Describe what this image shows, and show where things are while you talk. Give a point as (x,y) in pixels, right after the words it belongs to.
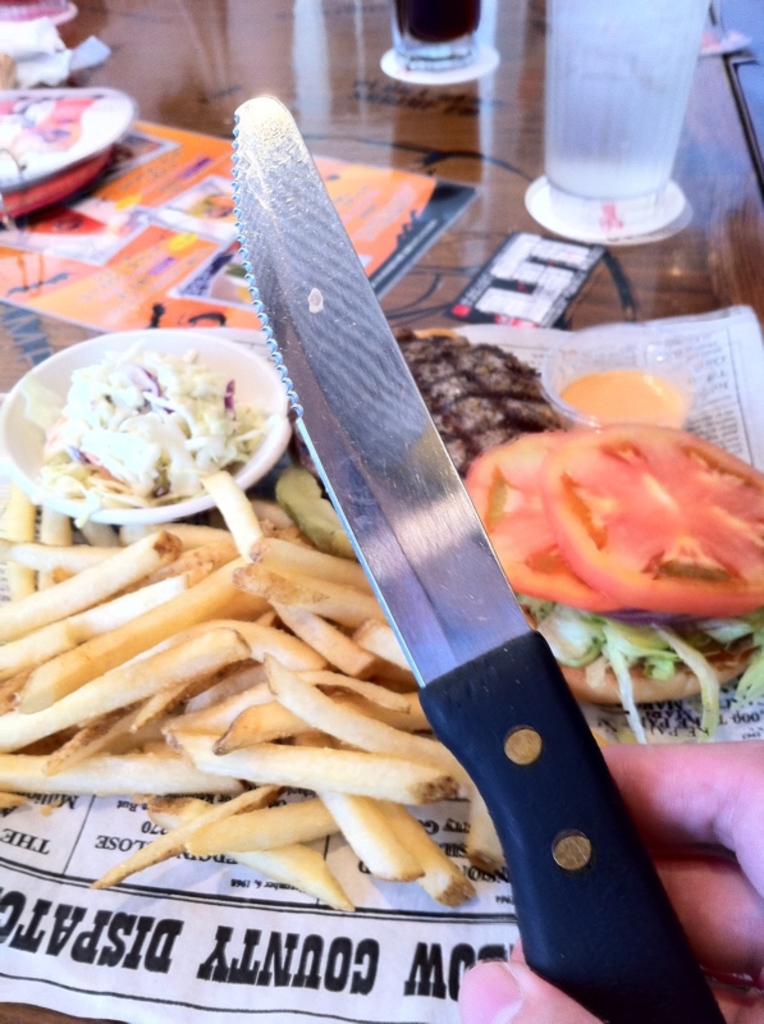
In this image I can see a person's hand (656,768) holding a knife (600,885) which is black in color and I can see a brown colored surface (490,132) on which I can see few french fries (288,666), few tomatoes (563,572), a bowl (253,462) with food (178,389) in it, two glasses (632,139) and few other objects (285,482).
